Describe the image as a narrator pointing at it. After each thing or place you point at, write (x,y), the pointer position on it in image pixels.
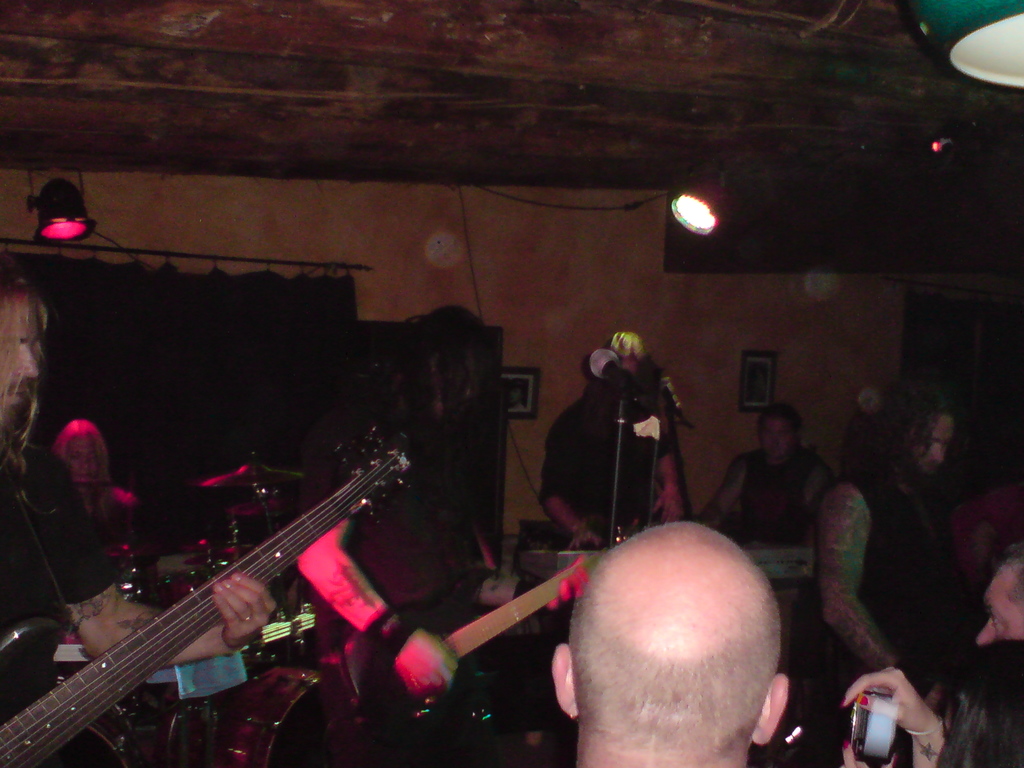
In the image we can see there are lot of people (991,526) who are gathered and they are holding guitar (321,508) in their hand (432,681) and a man (625,526) over here is playing casio (556,558).
